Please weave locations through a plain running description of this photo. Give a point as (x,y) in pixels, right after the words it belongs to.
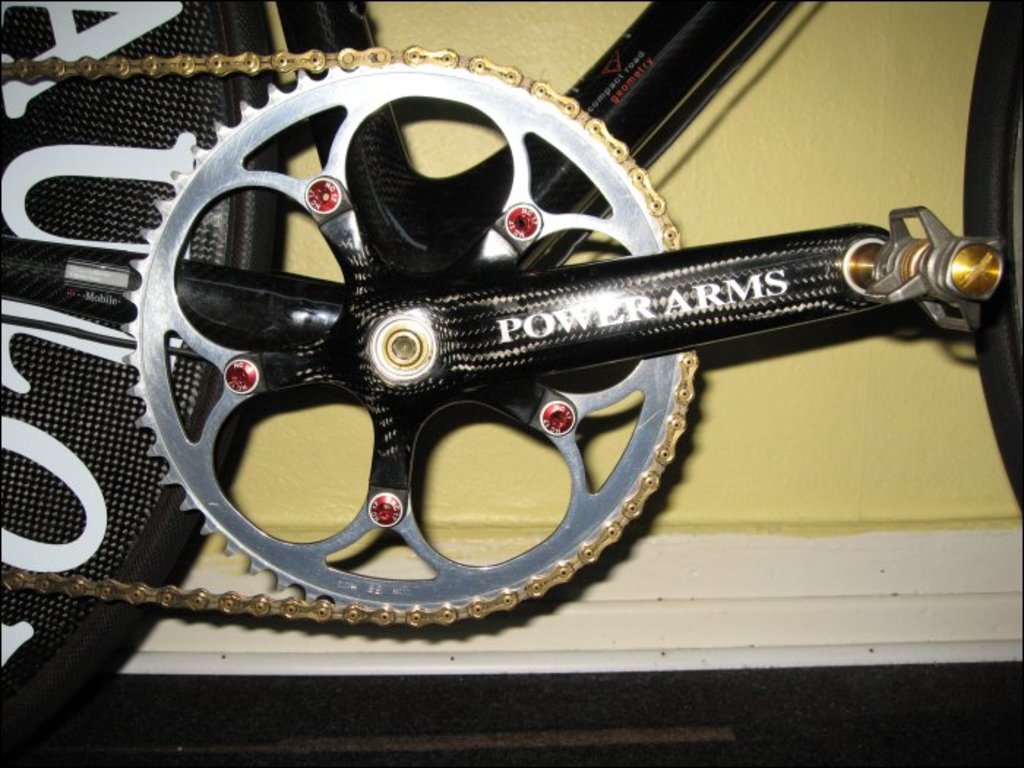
In this picture I can see there is a bicycle (521,320) and it has a black color frame (350,23) and a chain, there is something written on the wheel (255,198) and in the backdrop (852,28) there is a wall (895,37).
